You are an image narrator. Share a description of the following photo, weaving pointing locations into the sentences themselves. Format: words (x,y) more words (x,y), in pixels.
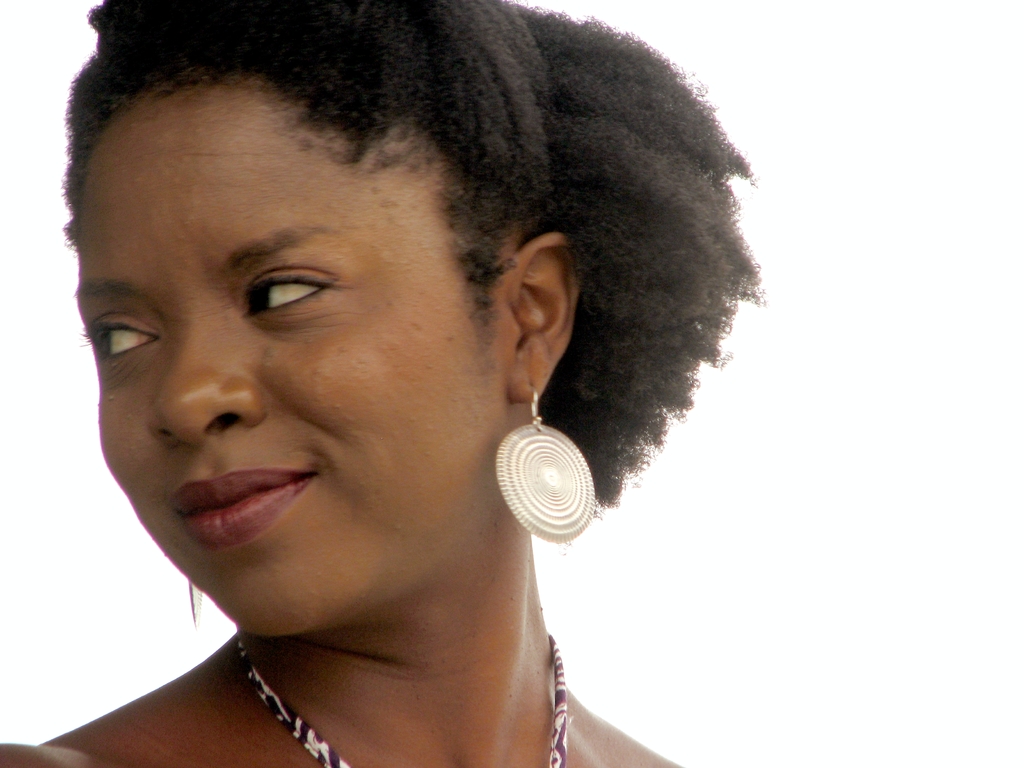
In this picture we can see a lady (400,624) and wearing chain (253,663), earrings (575,511).
